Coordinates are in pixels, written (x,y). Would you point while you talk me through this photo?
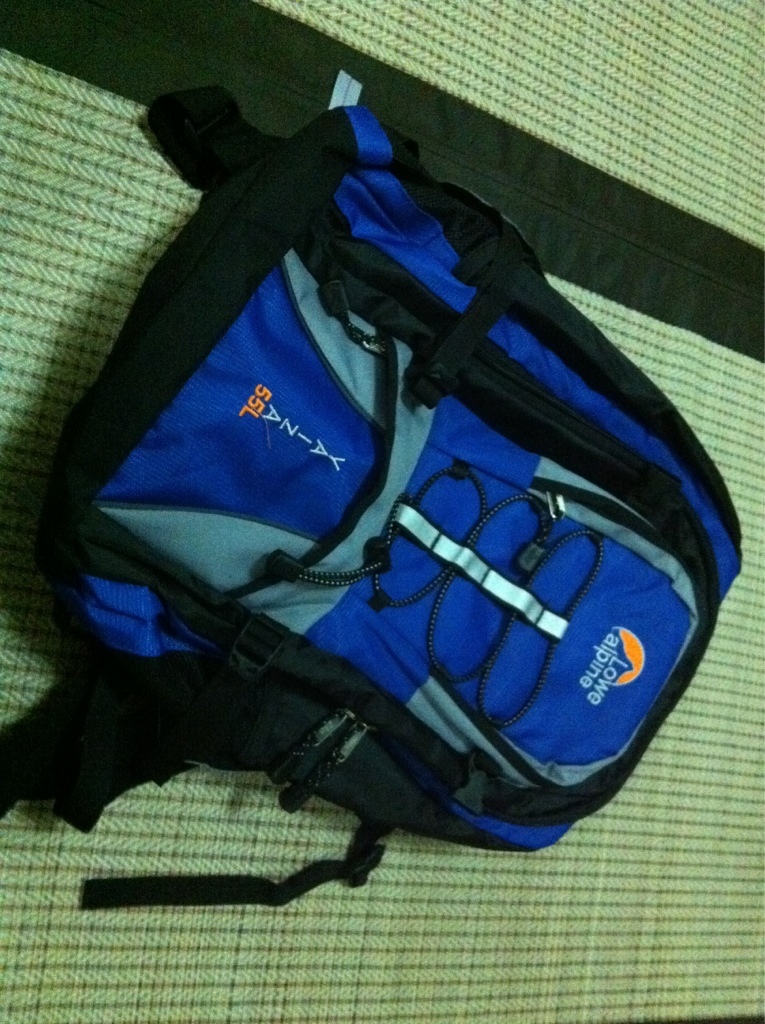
I can see in this image a blue color bag (461,574) on an object (19,872).
